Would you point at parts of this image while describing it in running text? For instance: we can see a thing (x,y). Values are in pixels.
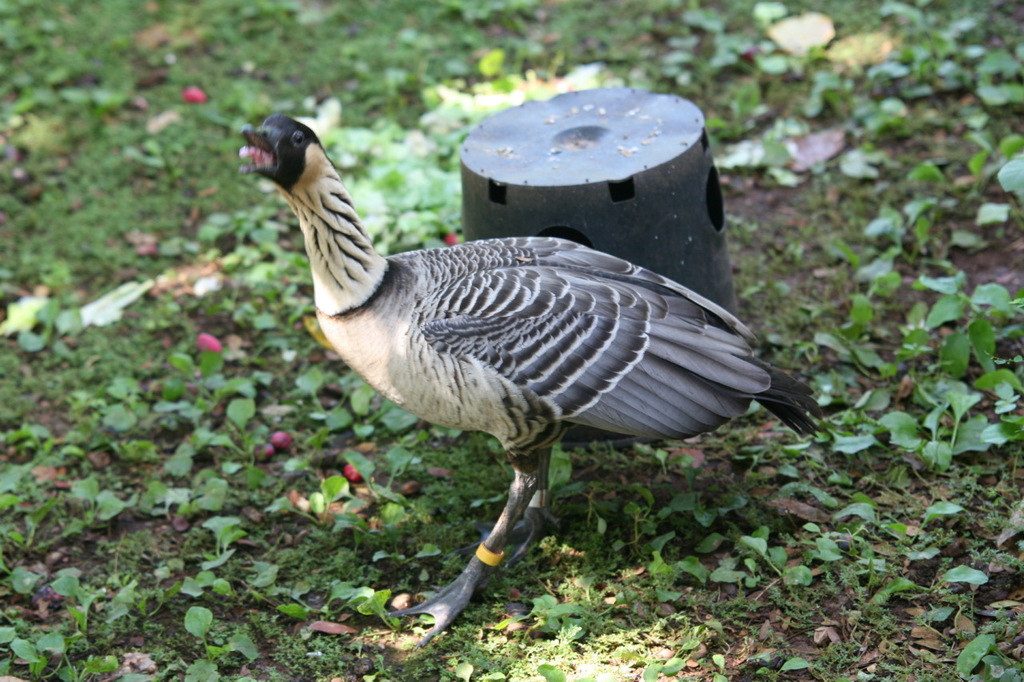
In this image we can see a bird (532,395) which is in white and black color and in the background of the image (602,198) there is a thing (599,202) which is in black color and we can see some leaves (270,268) which are in green color.
